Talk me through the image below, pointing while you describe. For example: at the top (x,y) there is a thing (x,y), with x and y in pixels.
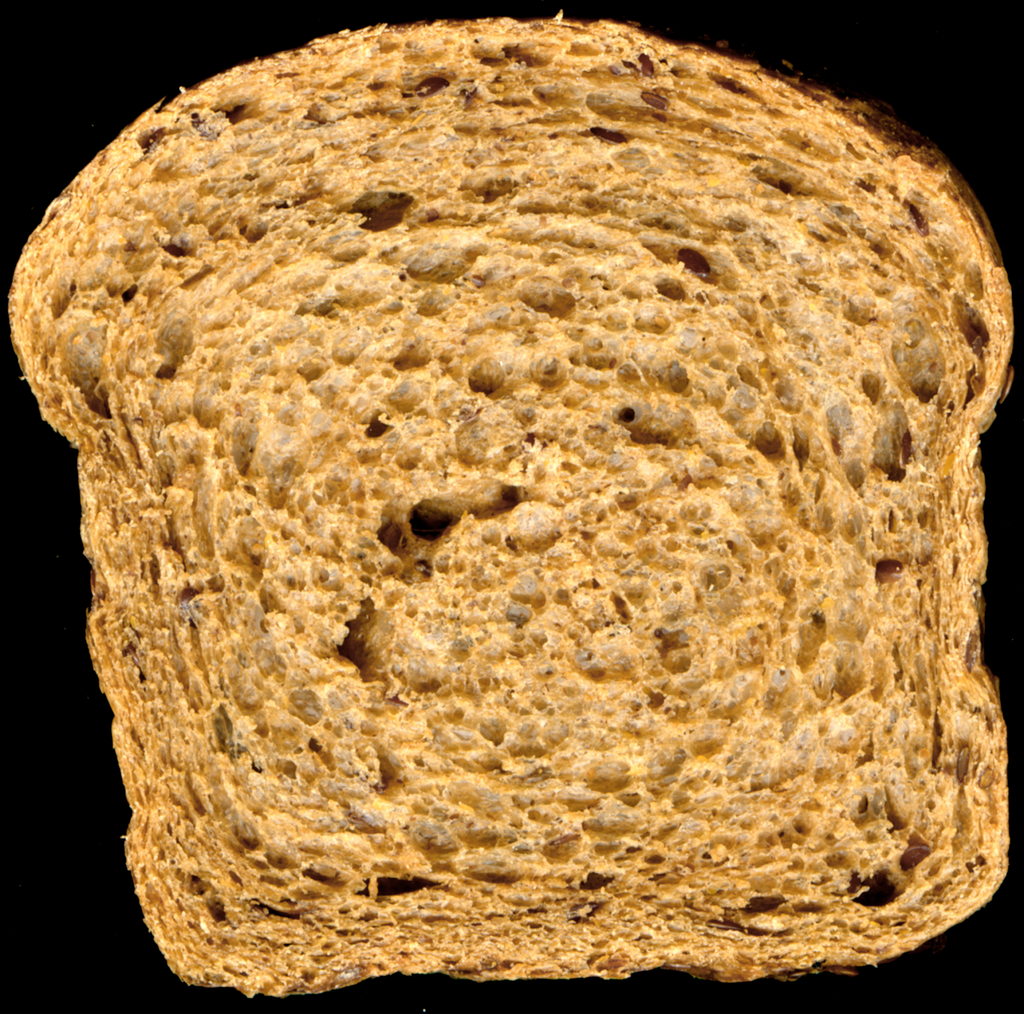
In this picture we can see a bread (846,157) and dark background (755,27).
